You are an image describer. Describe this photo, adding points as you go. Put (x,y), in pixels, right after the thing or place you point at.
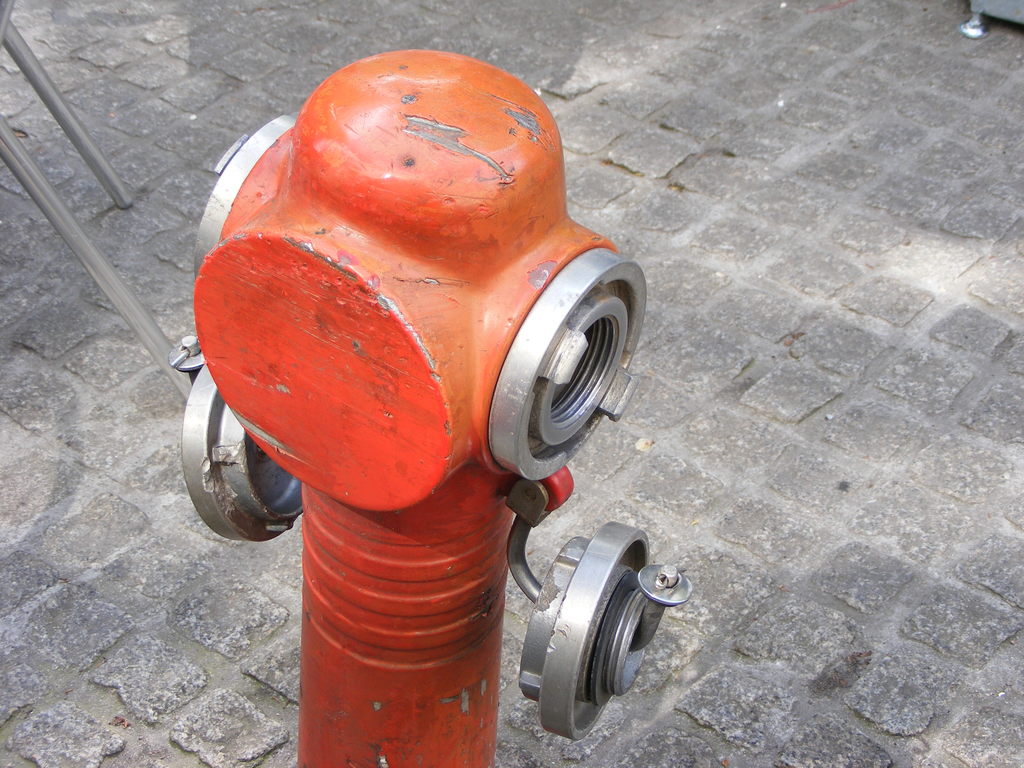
This picture is clicked outside. In the foreground (404,358) there is an orange color metal object (452,543) seems to be a water hydrant (382,375). On the left (41,79) we can see the metal rods (52,104) and there is a pavement (798,503).
